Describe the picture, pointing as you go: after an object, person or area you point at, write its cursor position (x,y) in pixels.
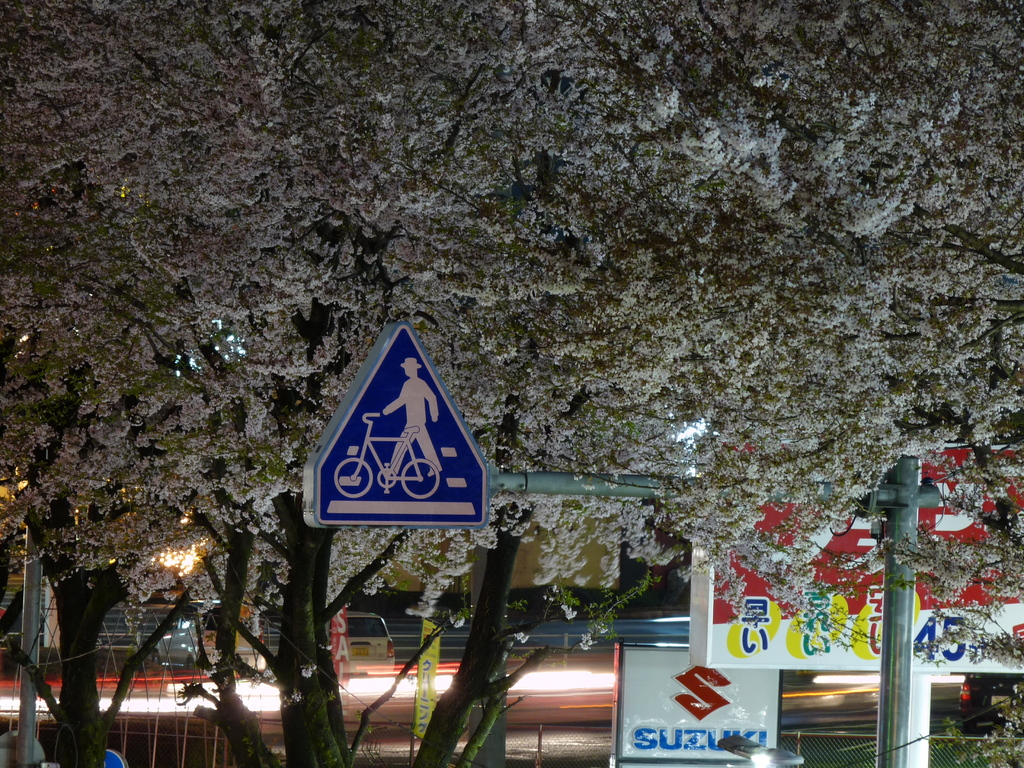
In this image, I can see a sign board (428,459) attached to a pole (899,688). On the right side of the image (946,658), I can see the name boards (703,696). There are trees (1010,400). At the bottom of the image (131,724), I can see a fence (125,727), advertising boards (427,680) and vehicles (351,664).
